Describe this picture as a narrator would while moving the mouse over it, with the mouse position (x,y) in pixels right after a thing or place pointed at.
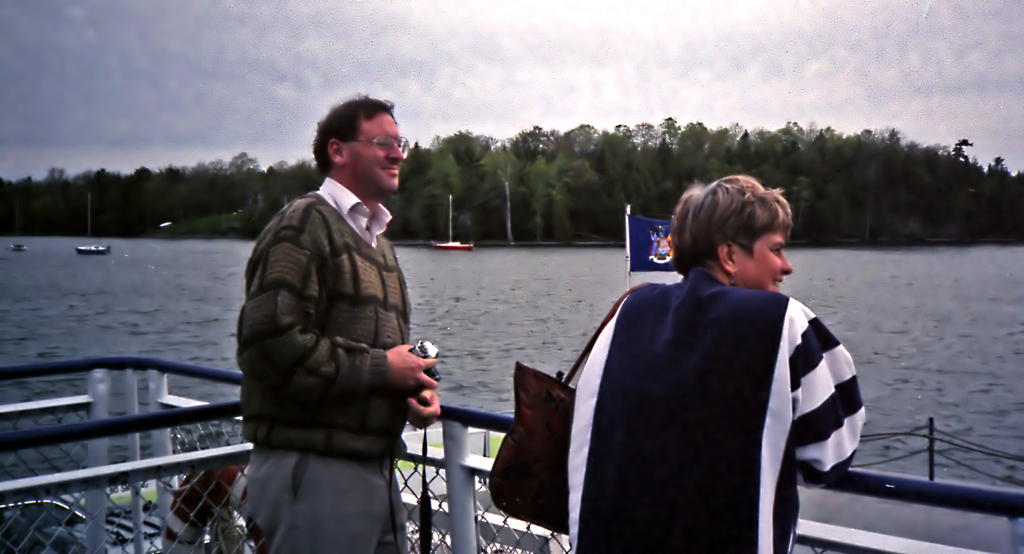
In the middle of the image (394,248) two persons (301,521) are standing and holding a camera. In the bottom left corner of the image (199,413) there is fencing (189,376). Behind the fencing (11,369) there is water (546,347), above the water (991,337) there are some boats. Behind the boats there are some trees (659,161). At the top of the image (936,48) there are some clouds (445,116) in the sky (157,51).
